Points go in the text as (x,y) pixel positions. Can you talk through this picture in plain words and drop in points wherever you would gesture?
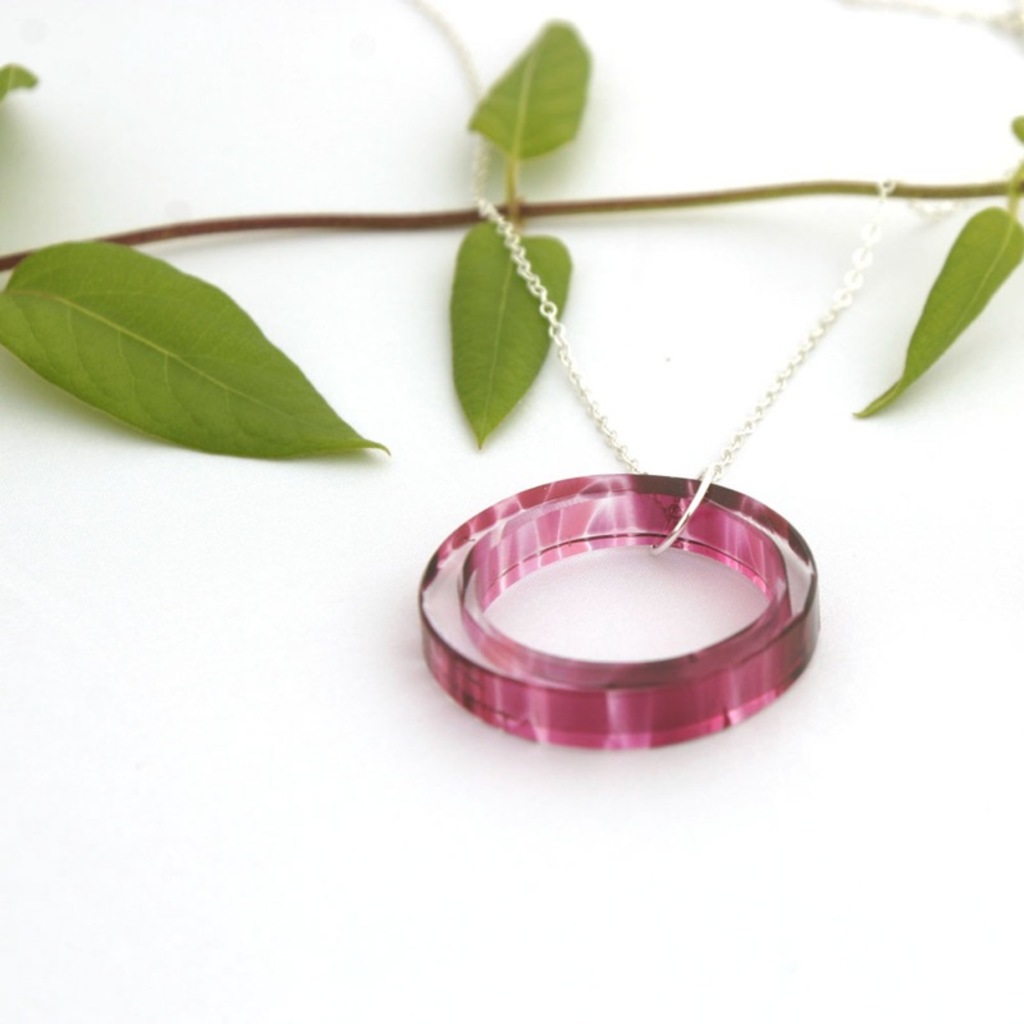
On this white surface (587,173) there is a stem (607,209) with leaves (496,238), chain (545,295) and ring (731,568).
